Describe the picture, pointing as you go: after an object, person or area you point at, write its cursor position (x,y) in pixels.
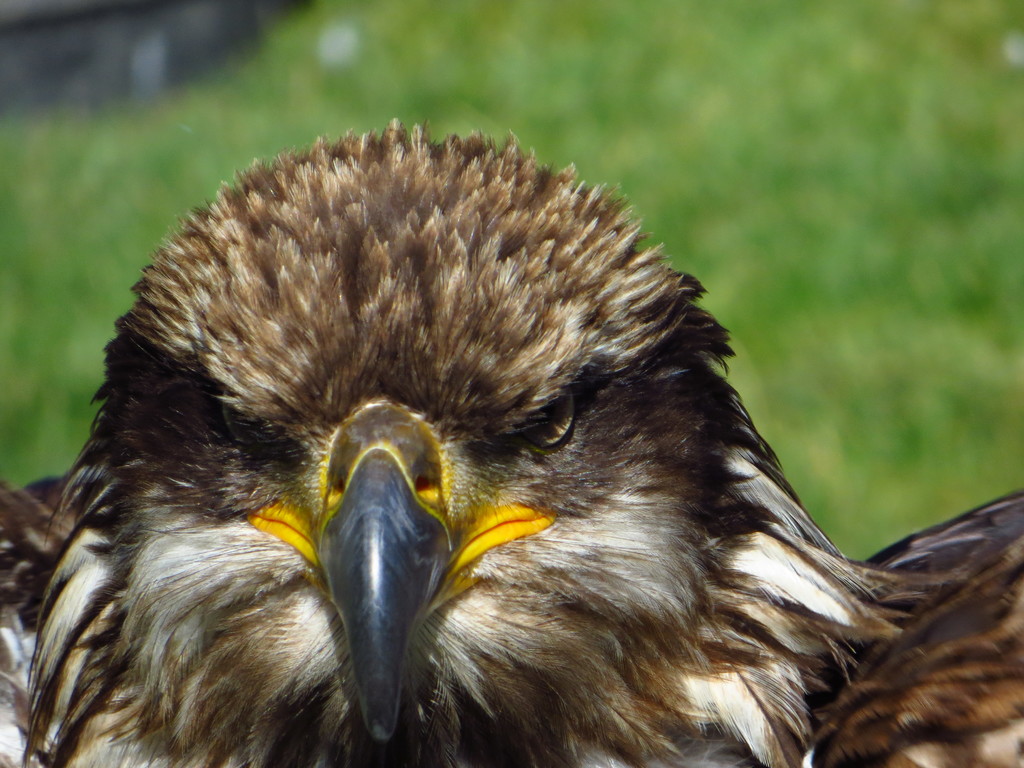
In this image I can see a bird (331,405) which is in brown color. Background (829,148) I can see grass (462,93) in green color.
